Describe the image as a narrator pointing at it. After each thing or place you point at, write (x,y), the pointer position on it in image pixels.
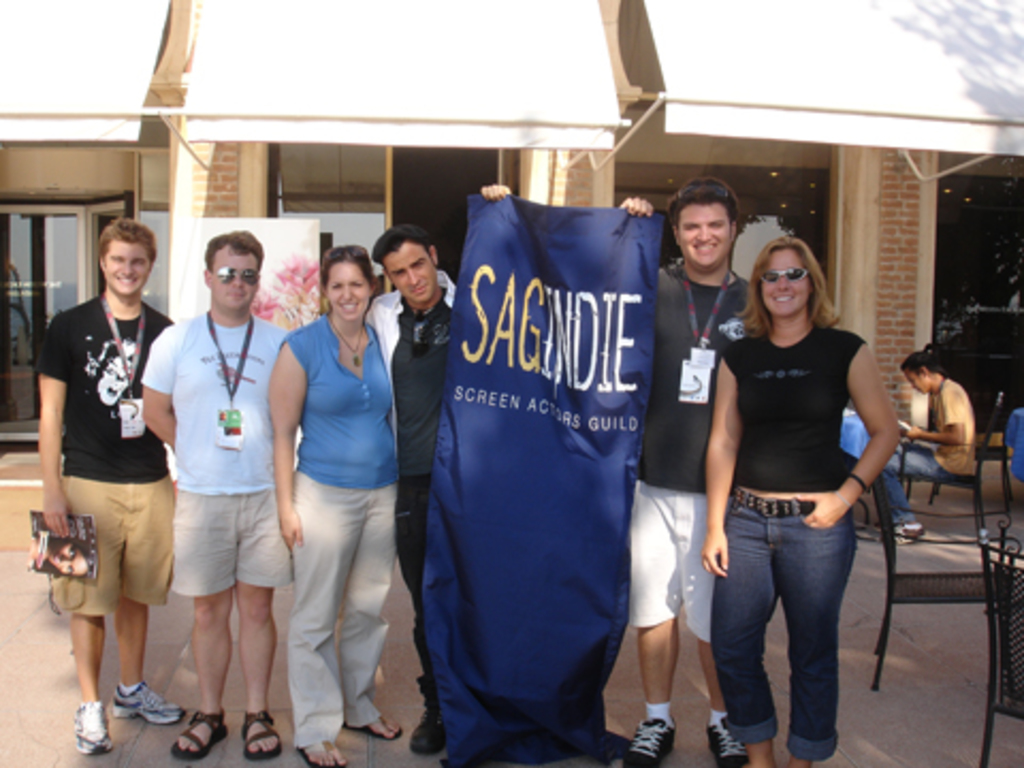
There are many people (363,380) standing. Two people (700,454) are holding a banner (532,437) with something written on that. Some are wearing tags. Person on the left side (109,394) is holding a book (67,536). On the right side (956,599) there are chairs (951,577). In the back (930,446) a lady (934,455) is sitting on a chair (959,477). Also there is a building (275,167) in the background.
